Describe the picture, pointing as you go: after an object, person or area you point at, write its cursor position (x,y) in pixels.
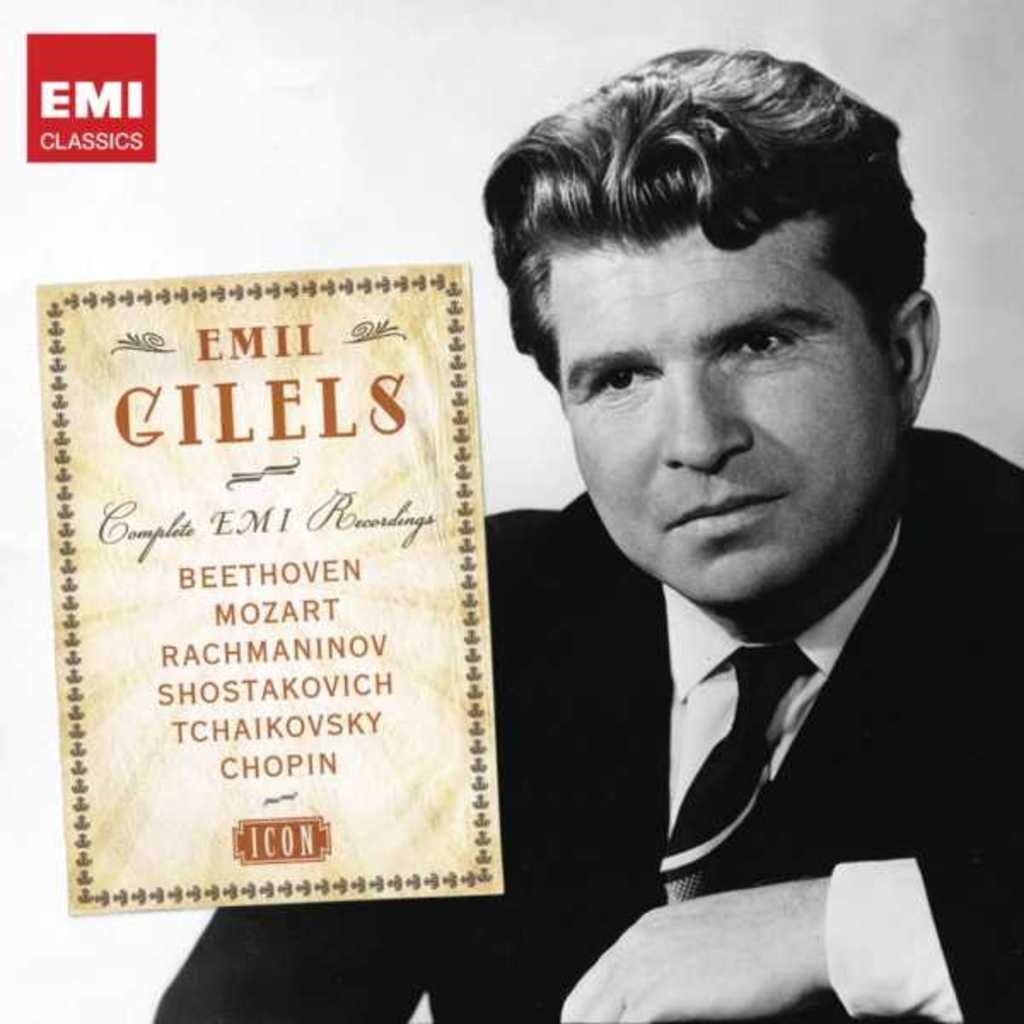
This image looks like an edited image. In this image there is a person (696,630), beside the person (587,594) in the foreground (205,461) there is a poster (300,595) with some text (204,336) on it. At the top left side of the image (110,97) there is some text (98,104).
